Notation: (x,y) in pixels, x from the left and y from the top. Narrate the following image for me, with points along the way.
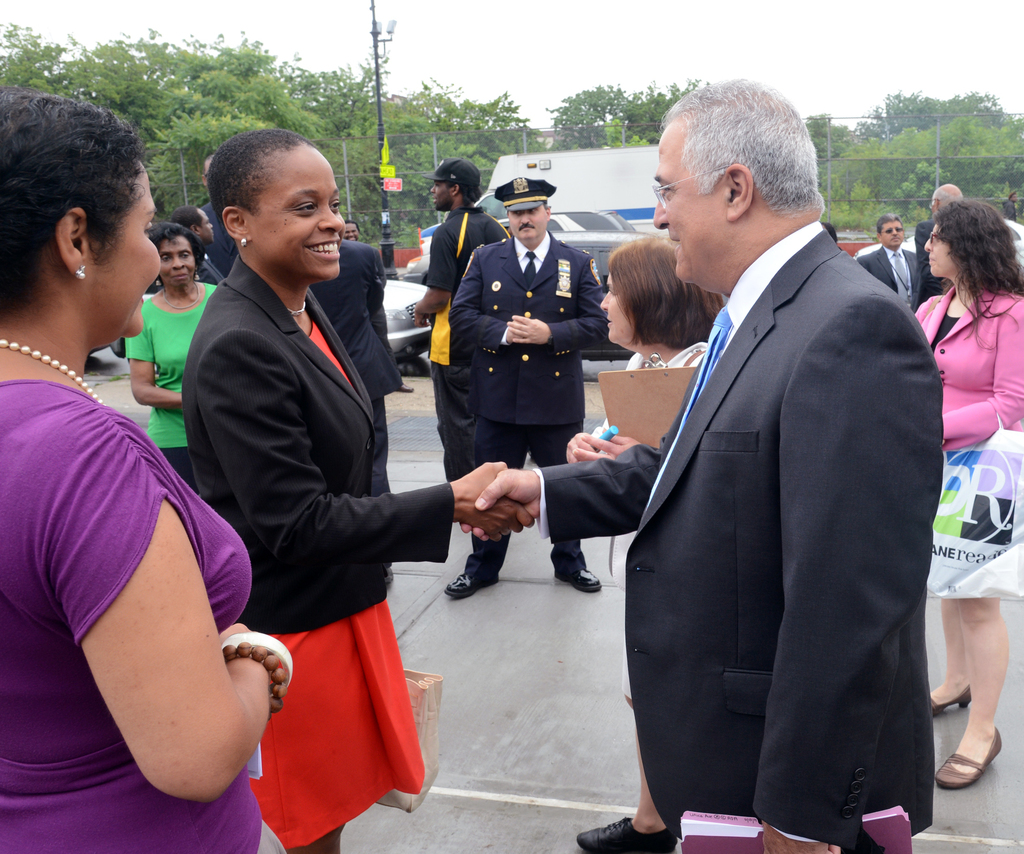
In the foreground of the picture (254,283) we can see group of people (658,345). In the center of the picture (403,346) there are vehicles (604,156), pole (376,74), trees (425,147), fencing (837,177), wall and other objects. At the top (449,26) there is sky (809,37).
